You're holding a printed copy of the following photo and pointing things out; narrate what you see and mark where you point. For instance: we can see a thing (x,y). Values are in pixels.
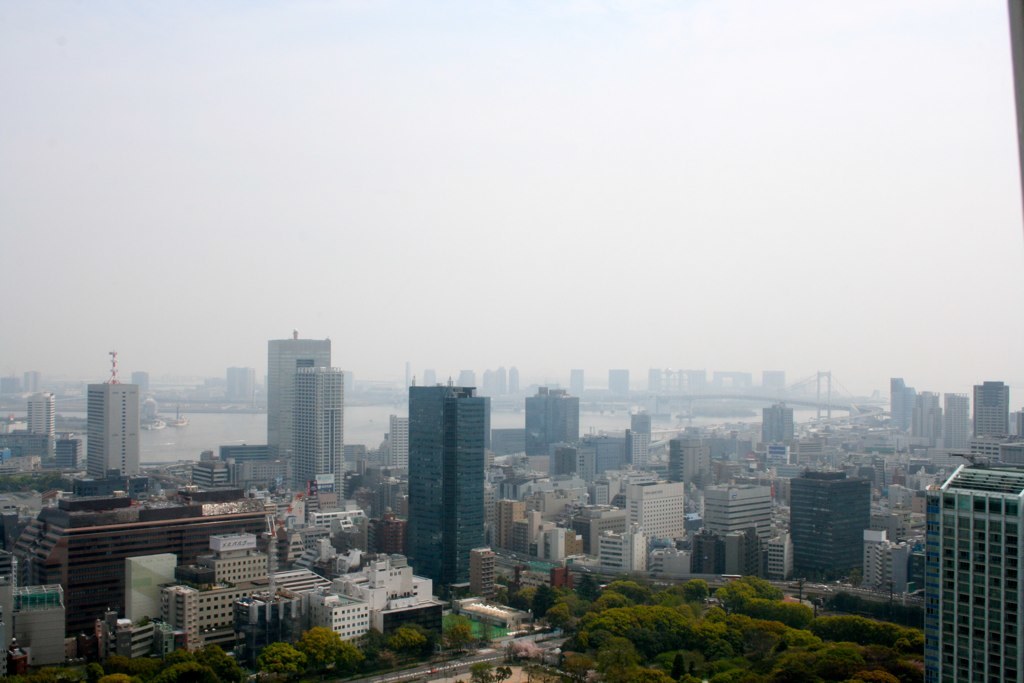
In this picture there are buildings (340,456) in the center of the image (467,399) and there are trees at the bottom side of the image (588,574).
